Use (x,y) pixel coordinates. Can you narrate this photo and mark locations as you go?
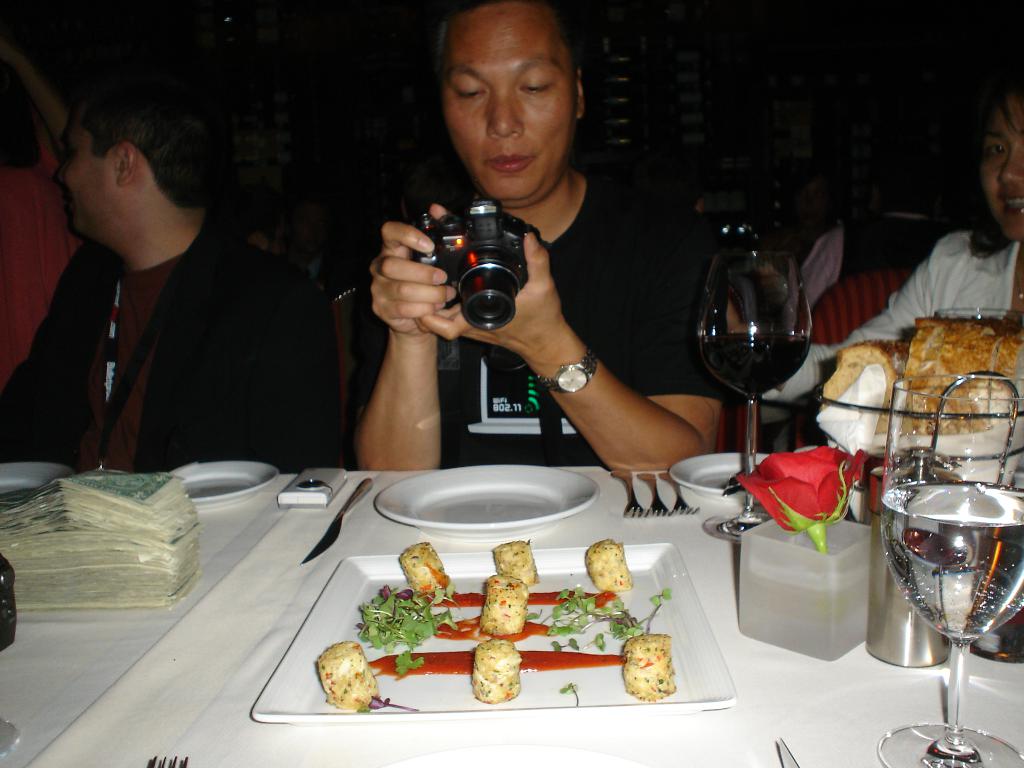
In this image I can see a person (514,314) holding the camera (462,278). On the table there is a plate (443,522), food (439,575), rose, glass (754,333), and a tissues (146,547) on a table (149,634). On the table (173,711) there is a white cloth (192,711). The person (596,323) is wearing a black t-shirt (650,304) and a watch (581,385). The background (791,130) is black in color.
